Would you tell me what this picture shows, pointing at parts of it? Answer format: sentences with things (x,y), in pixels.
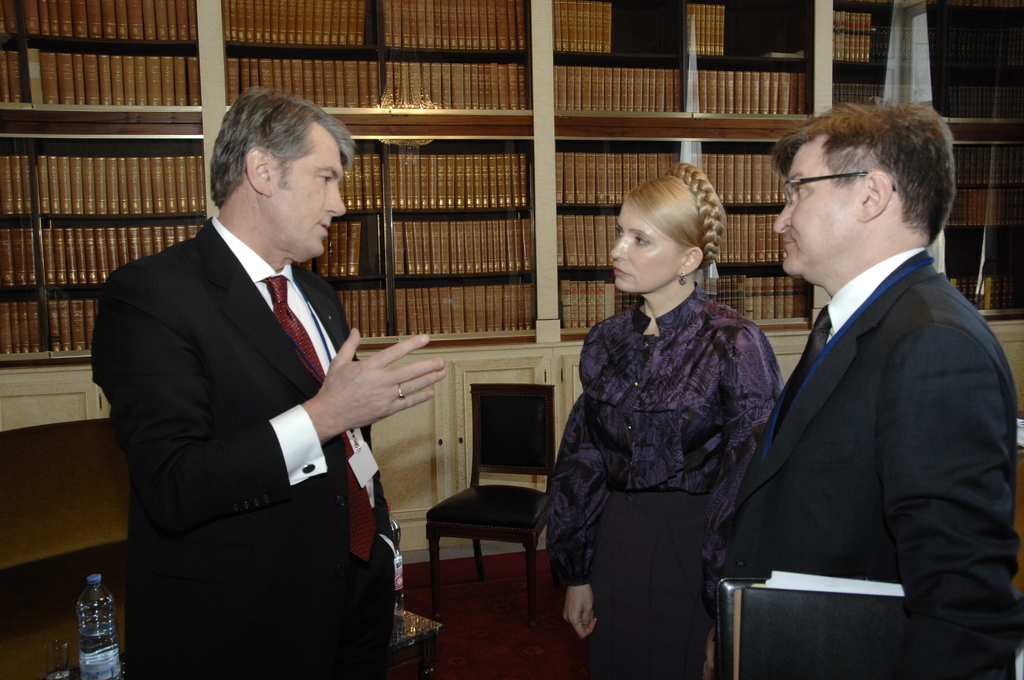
In this picture we can see three persons (881,385) are standing on the floor (458,642). This is the chair (496,506). And there is a bottle (108,624) on the table (432,639). On the background (592,204) we can see the rack (549,122) and there are some books (665,96) in that.
